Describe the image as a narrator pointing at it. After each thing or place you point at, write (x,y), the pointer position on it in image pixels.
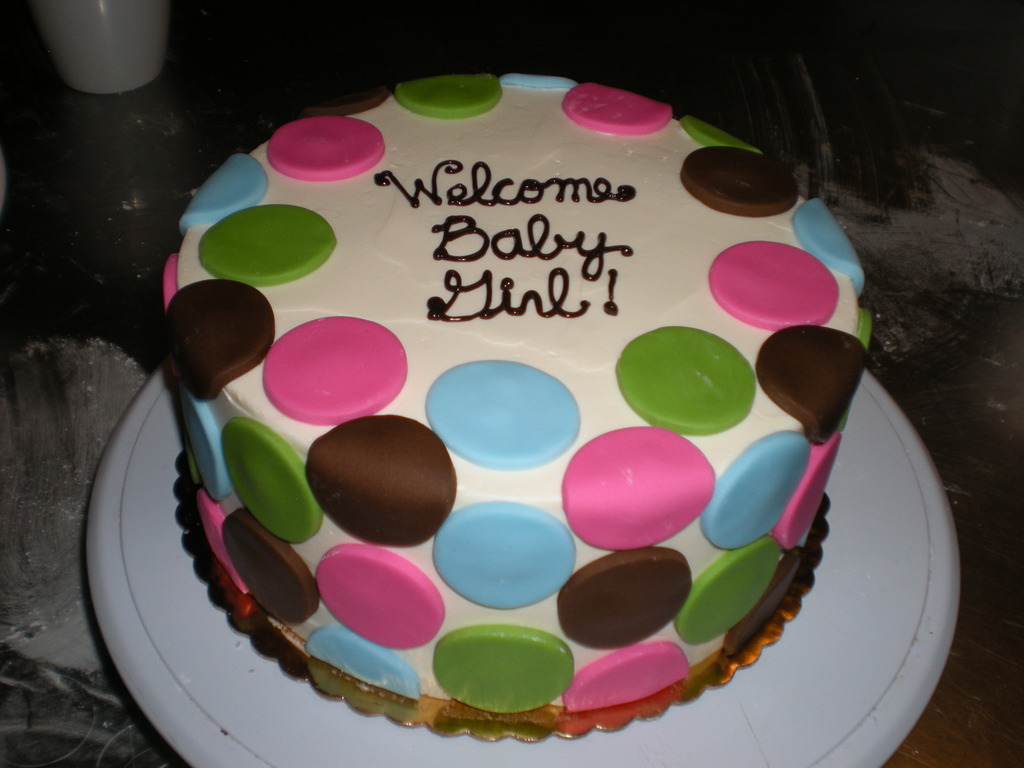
In this image, we can see a cake (216,527) on the white object (897,421).
